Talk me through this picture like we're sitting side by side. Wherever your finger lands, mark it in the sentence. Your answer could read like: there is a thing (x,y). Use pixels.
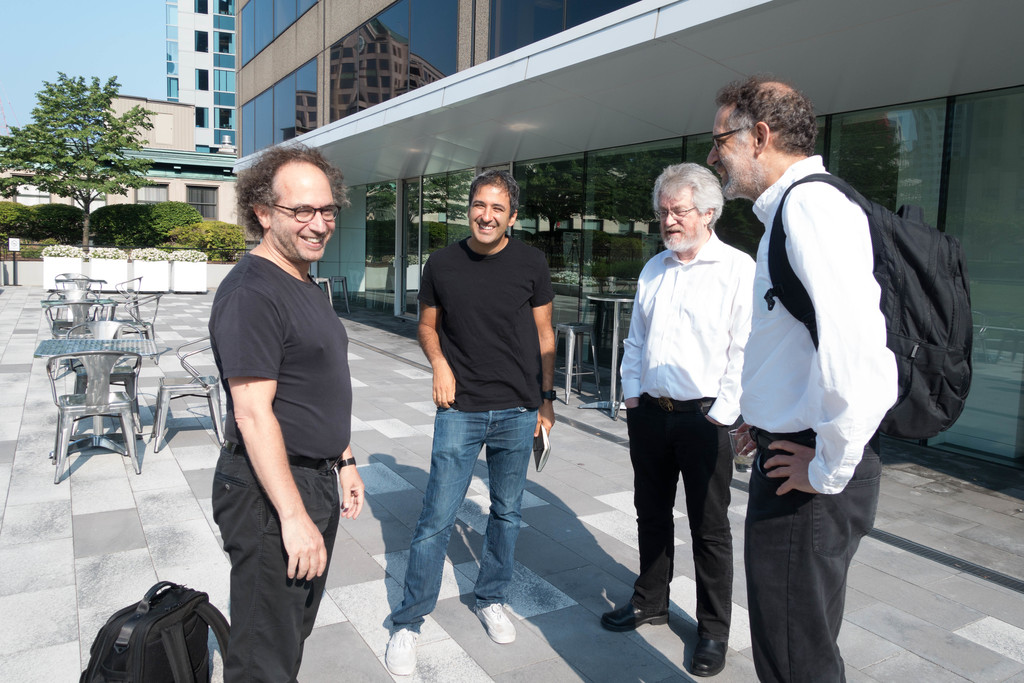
In the image we can see there are four men (485,425) standing, wearing clothes (700,430), three of them (695,209) are wearing spectacles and these two people (661,580) are wearing shoes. This is a bag (109,634), chairs (102,326), table (129,349), plant (179,229), tree (89,153), building (43,192), window (216,78) of the building (199,86), floor (51,529) and a pale blue color sky (95,32).
